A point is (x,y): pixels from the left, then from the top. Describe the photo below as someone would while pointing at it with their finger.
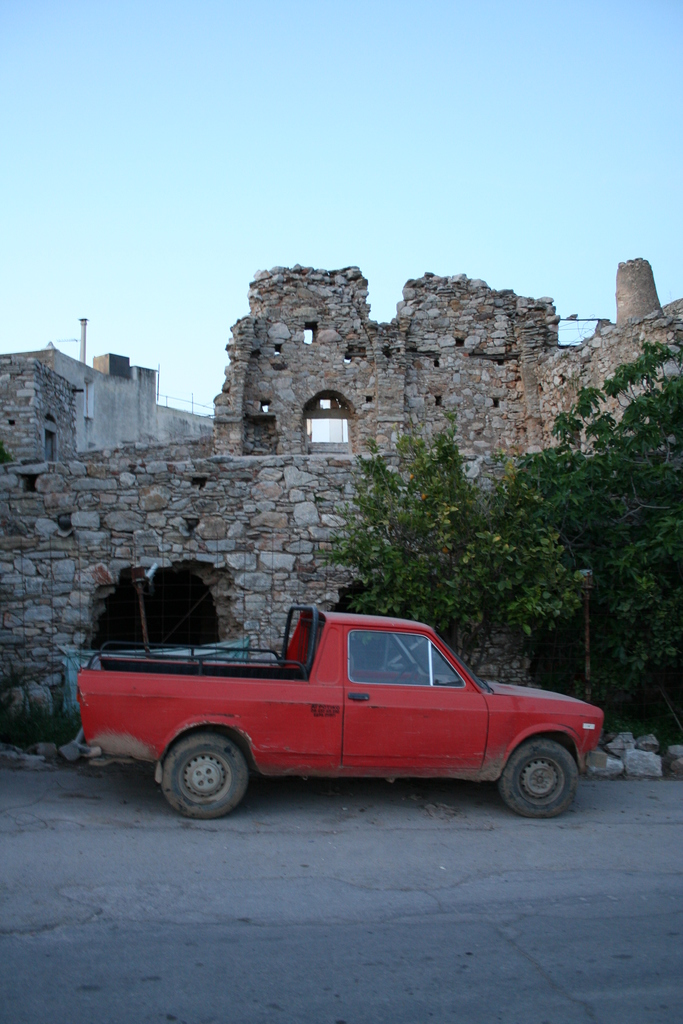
In this picture It looks like a monument (300,576) and I can see buildings (120,441), trees (541,583) and a mini truck (422,737) and I can see blue sky (317,107).
